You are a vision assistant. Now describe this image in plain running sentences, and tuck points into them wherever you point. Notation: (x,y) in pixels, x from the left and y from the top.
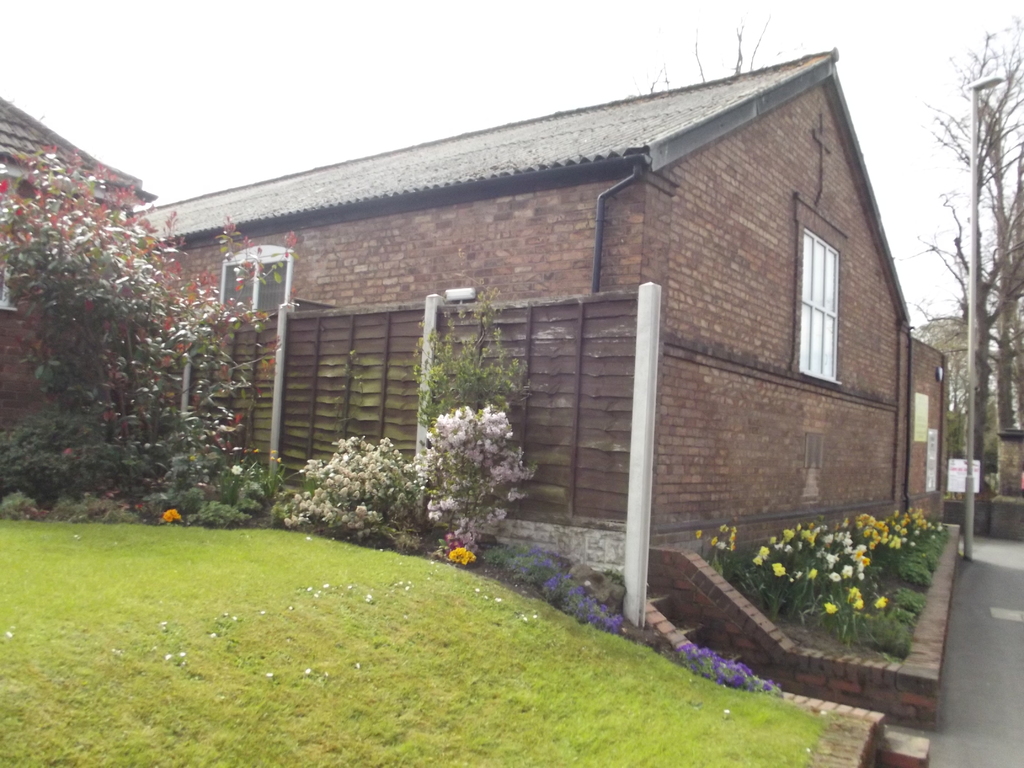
In this image we can see a house (358,302), plants (179,374), flowers (521,468), grass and other objects (467,306). On the right side of the image (975,88) there are poles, trees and other objects (932,588). At the bottom of the image (578,647) there is the grass (343,563). At the top of the image (80,21) there is the sky (274,75).
